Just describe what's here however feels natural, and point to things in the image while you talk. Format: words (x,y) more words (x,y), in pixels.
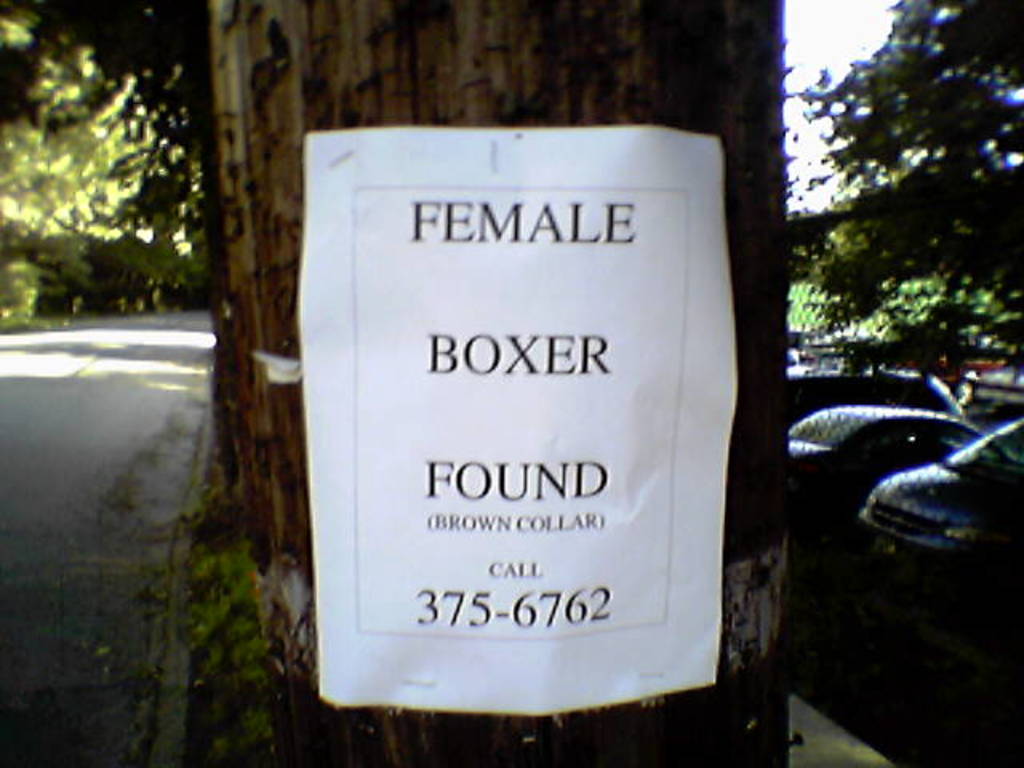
In this picture there is a paper (661,142) on the tree (492,42) and there is text (516,236) on the paper (527,624). On the right side of the image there are vehicles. At the back (966,211) there are trees (1000,312). At the bottom (64,622) there is a road (175,319).
